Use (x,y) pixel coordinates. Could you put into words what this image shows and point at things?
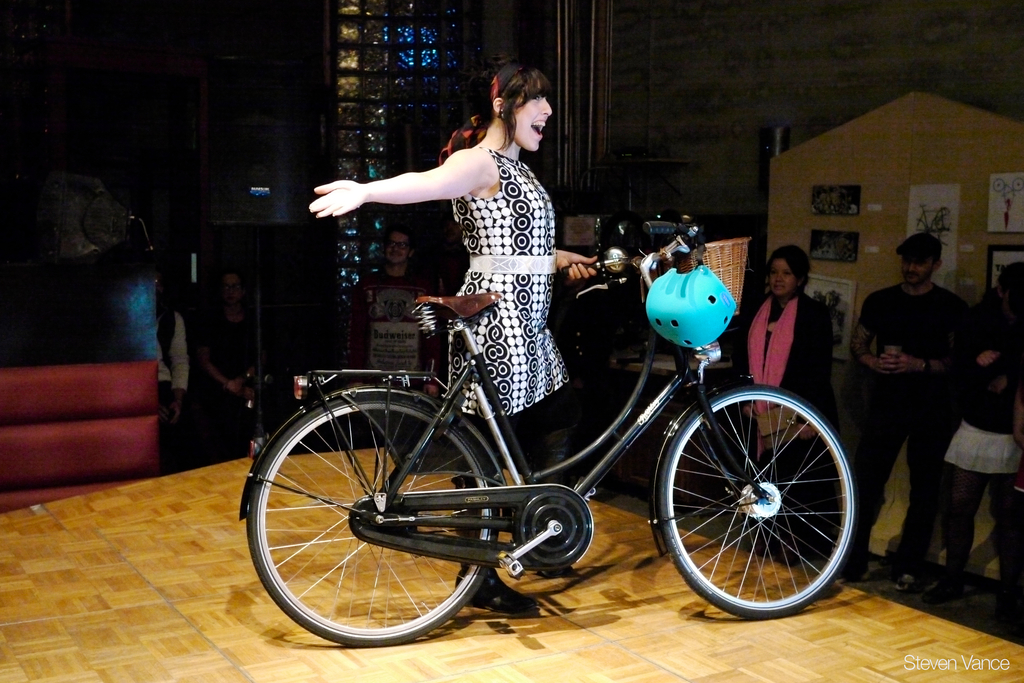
In this image we can see a lady (510,220) holding a bicycle (687,350). In the background of the image (1003,427) there are people (979,420). At the bottom of the image (199,651) there is floor (120,631). There is a red color object (102,451) to the left side of the image (76,412). In the background of the image (666,62) there is wall (721,47). There are rods (567,17).
